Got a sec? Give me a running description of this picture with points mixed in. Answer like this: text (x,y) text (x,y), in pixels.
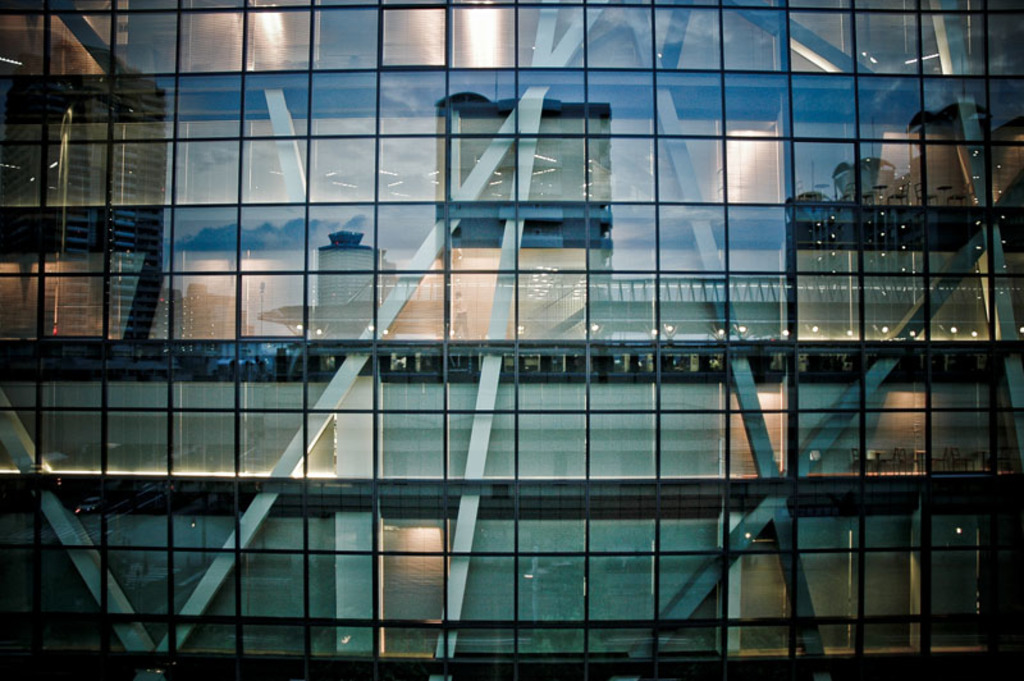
In the foreground of this picture (132,133) we can see the building (989,484) and we can see the reflections (74,255) of some other buildings (67,161) and the reflections (614,334) of some other objects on the glasses (414,30) of the building (665,507) and we can see the metal rods (726,417), reflections (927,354) of lights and some other objects (987,453).
